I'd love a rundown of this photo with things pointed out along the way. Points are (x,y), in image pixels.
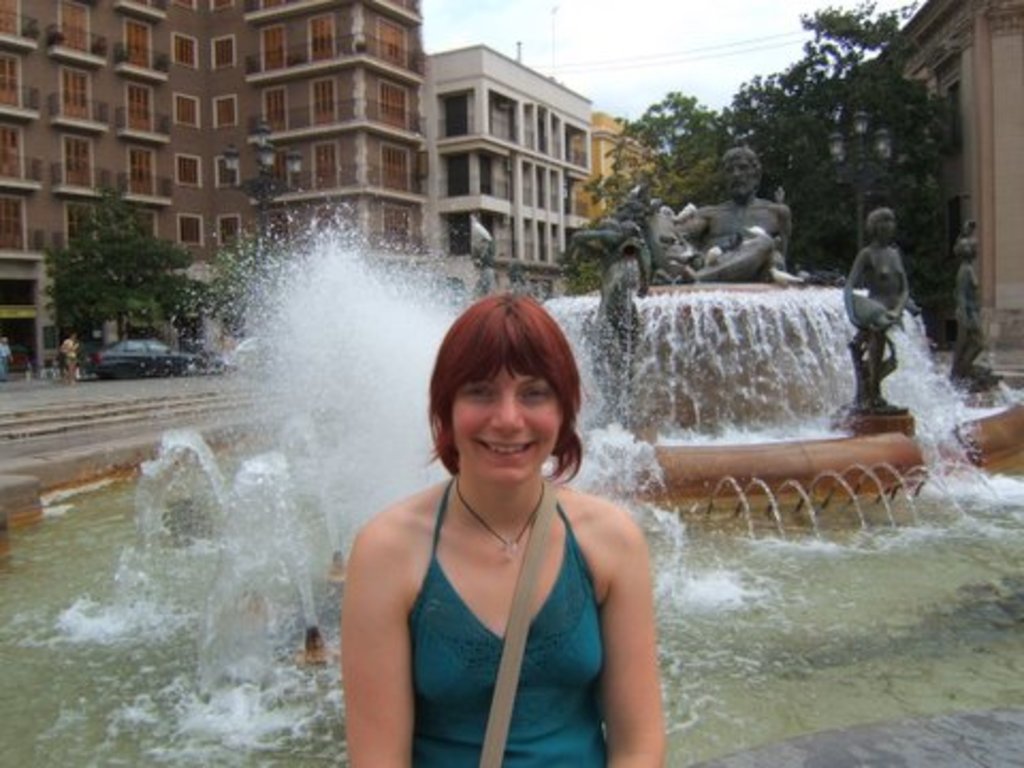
Here we can see a woman (627,685) smiling near to a water fountain (705,379). These are statues (894,294). In the background (633,169) we can see buildings (315,159), trees (907,157). Here we can see people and a vehicle (140,355). At the top (648,22) there is a sky (640,22).
